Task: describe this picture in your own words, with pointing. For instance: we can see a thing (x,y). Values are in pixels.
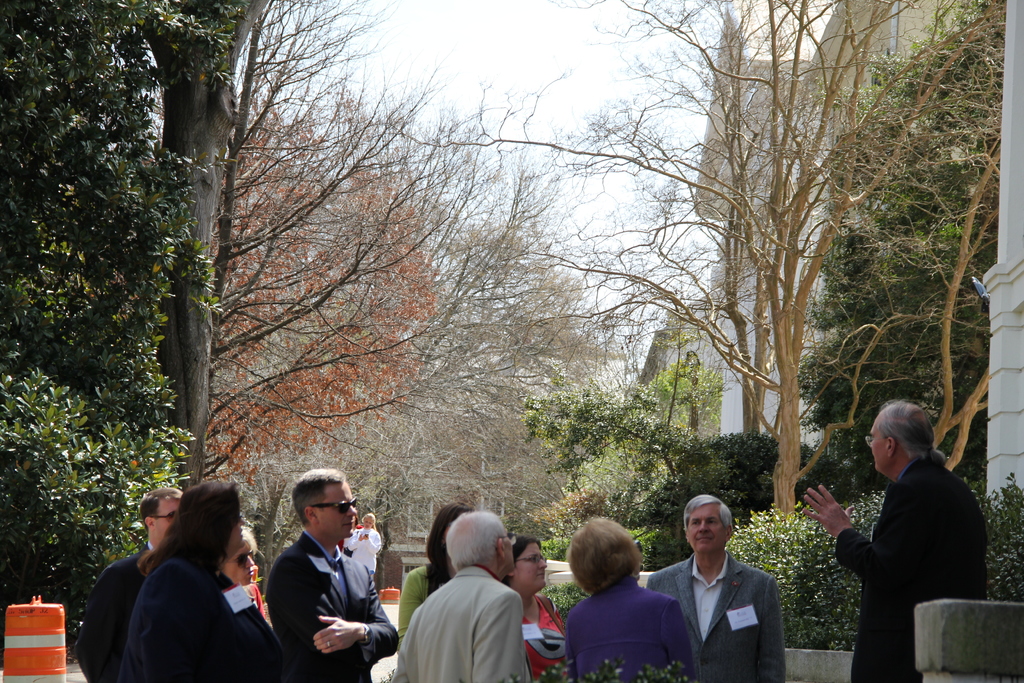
In this image I can see group of people (638,576) standing. In front (633,629) the person (622,618) is wearing blue color dress (622,636). In the background (455,393) I can see few trees (758,470) in green color, buildings (731,335) in white and cream color and the sky (524,72) is in white color.
